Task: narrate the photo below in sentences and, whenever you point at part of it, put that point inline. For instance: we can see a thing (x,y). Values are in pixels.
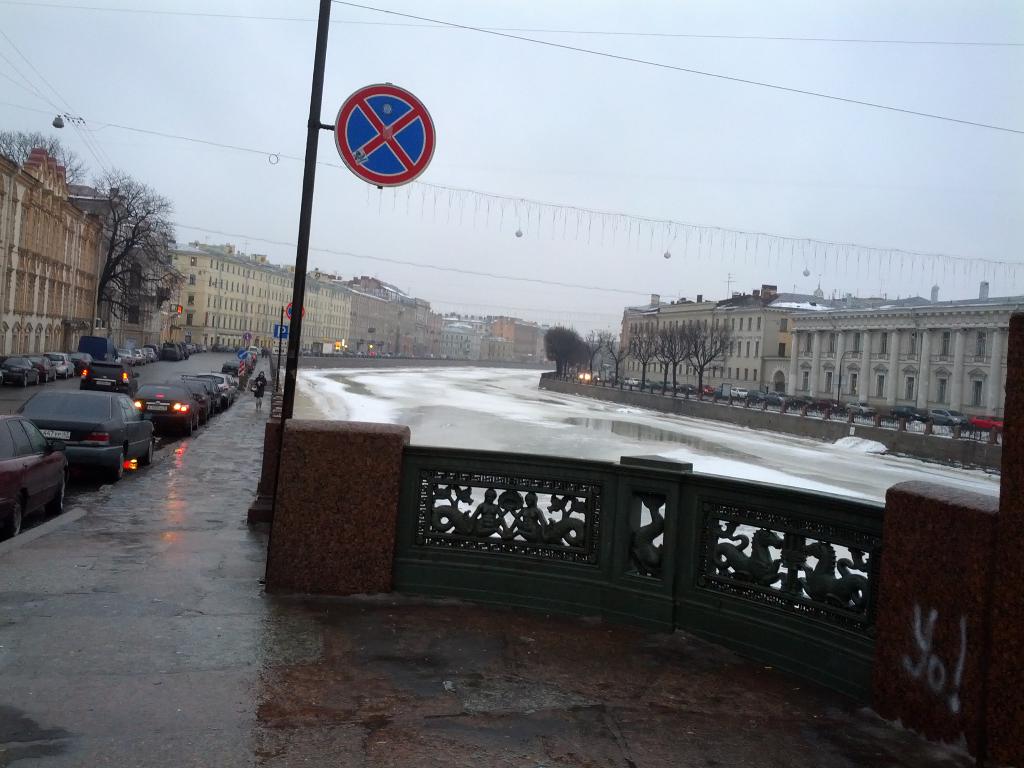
In this picture we can see a group of vehicles (129,452), people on the road (216,521), here we can see a fence (619,543), sign boards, trees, buildings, wires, water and we can see sky (934,28) in the background (871,38).
